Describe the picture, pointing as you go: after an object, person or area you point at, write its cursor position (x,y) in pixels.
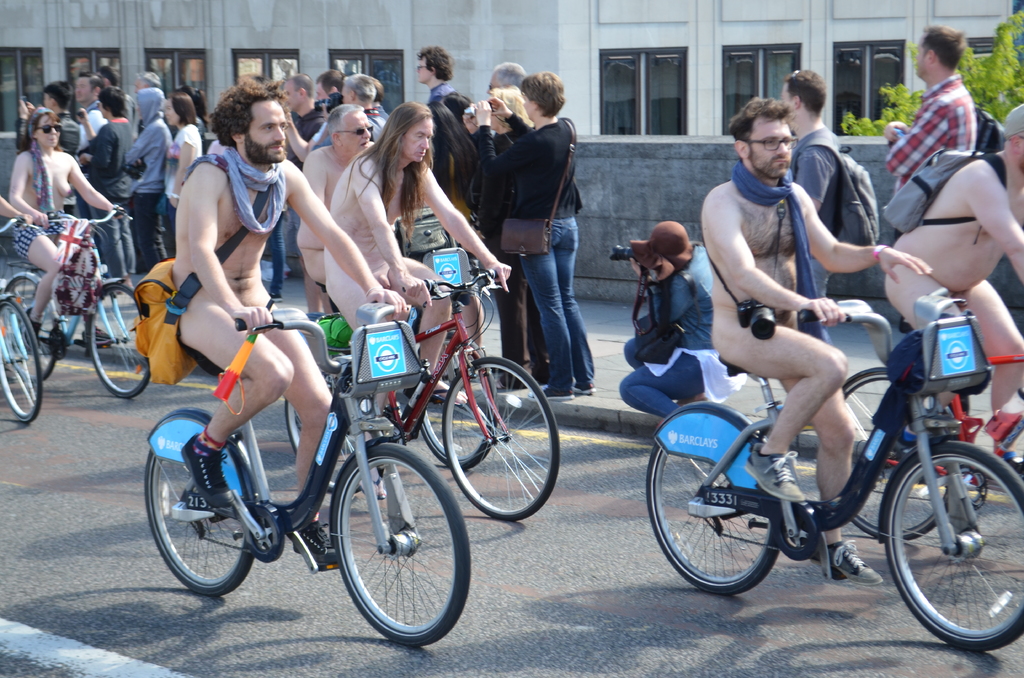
There are few people (384,294) on road (544,554) cycling naked and on the footpath (594,407) there are several people (680,346) taking pictures. On the background (375,64) there is a building (479,34) on right side (997,96) there is a tree (995,46).
